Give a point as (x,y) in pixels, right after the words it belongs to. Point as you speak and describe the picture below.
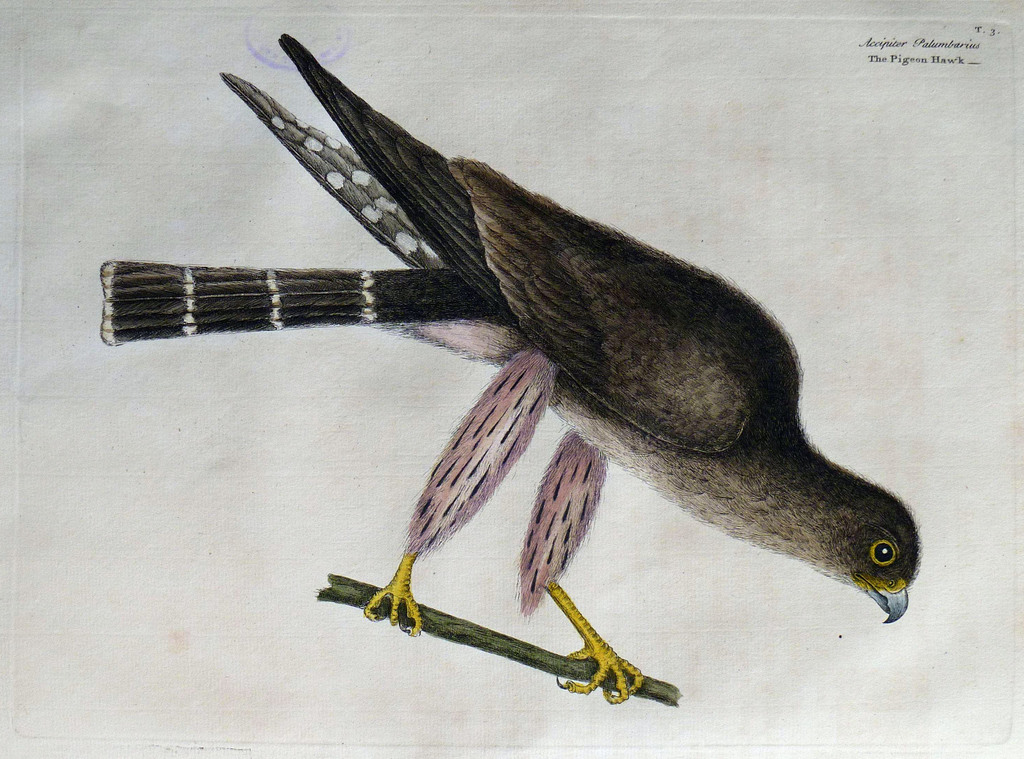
In this picture we can see drawing (602,285) of a bird (623,309) on a stick (448,622) and at the top right corner (950,62) we can see some text (952,43).
